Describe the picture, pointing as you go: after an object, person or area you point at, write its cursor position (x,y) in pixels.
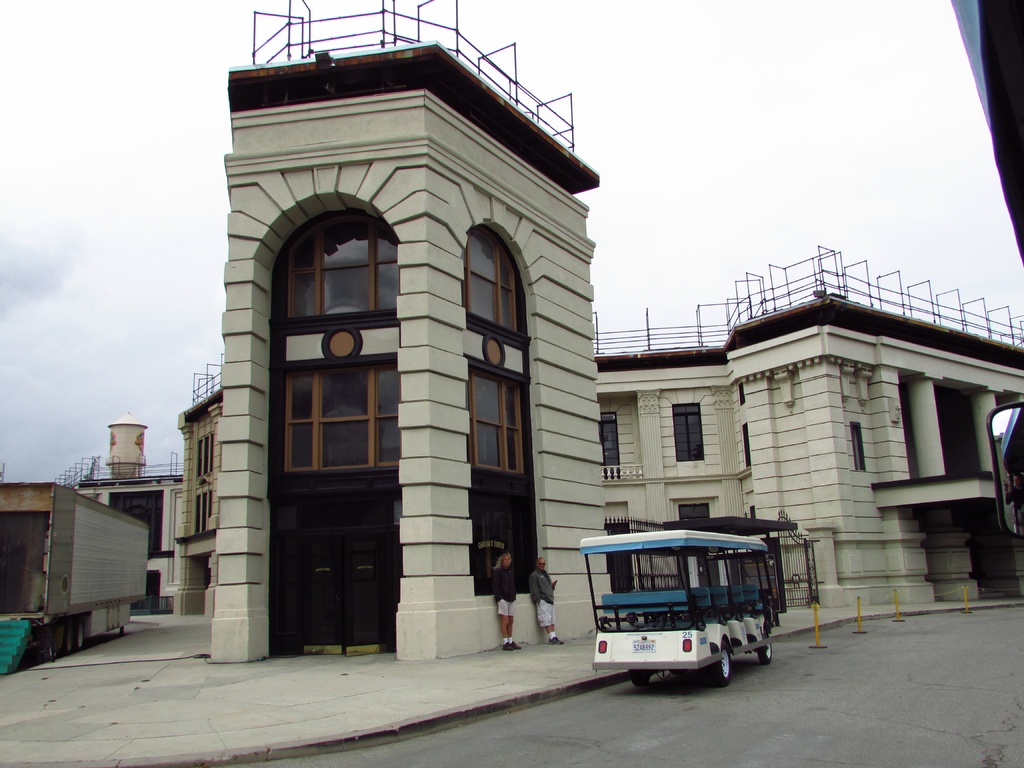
In this image in the center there is a vehicle (724,639) on the road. In the background (134,491) there are buildings (495,483) and there are persons (503,599) standing and the sky (804,143) is cloudy.
